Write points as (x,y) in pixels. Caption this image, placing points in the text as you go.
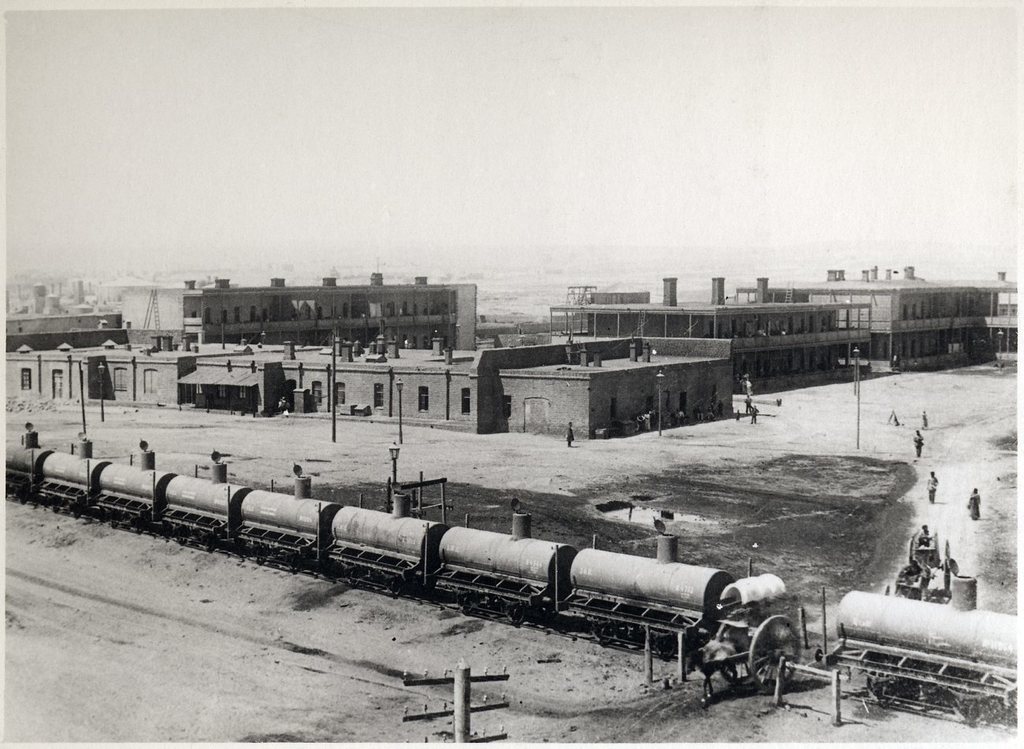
In this image we can see a black and white picture of a group of buildings (441,411), a group of people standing on the ground (816,434). In the foreground (918,583) we can see a train (461,576) place on the track (693,651), a cart (774,657), group of poles (680,636) and in the background (600,162) we can see the sky (502,224).
